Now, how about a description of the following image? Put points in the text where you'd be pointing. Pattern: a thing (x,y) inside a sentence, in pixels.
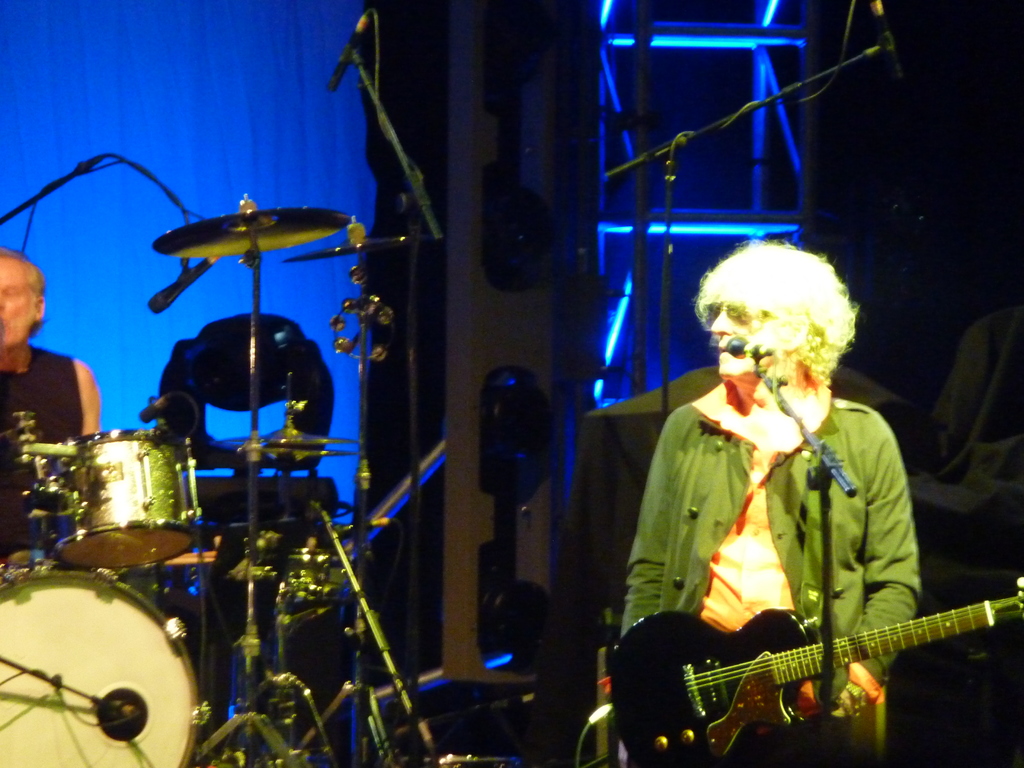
In this picture a woman (857,405) is standing near the microphone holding a guitar (660,628) and a person (3,546) who is sitting at the drum set (146,474) is near a microphone (29,203).
